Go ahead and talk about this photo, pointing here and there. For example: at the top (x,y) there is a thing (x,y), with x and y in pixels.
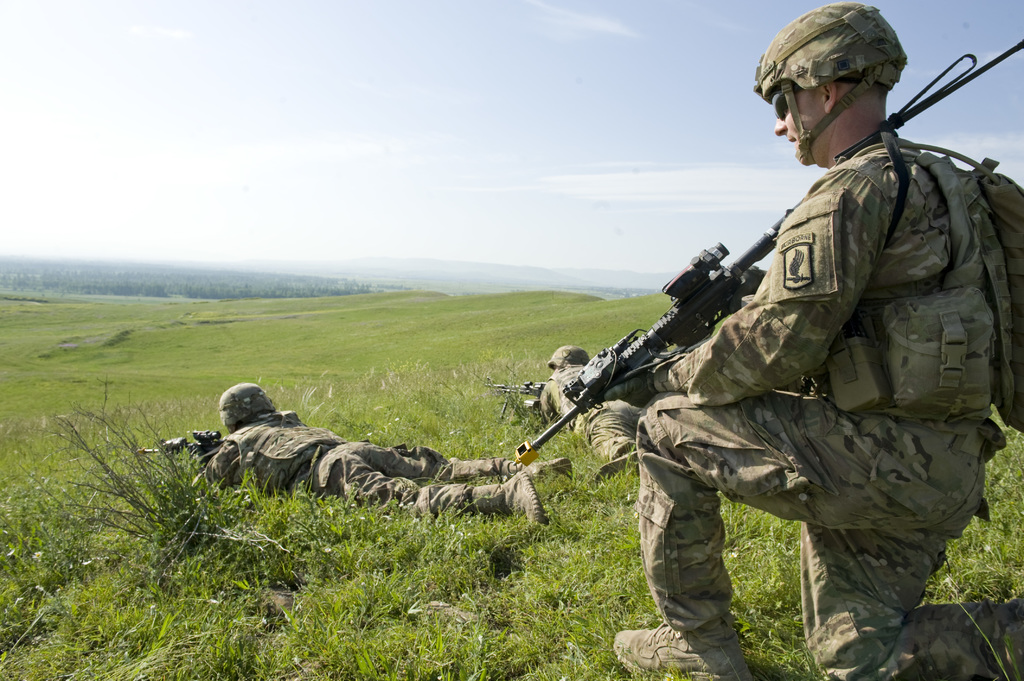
In the center of the image (550,401) we can see persons (375,451) lying on the grass (447,419) and holding a guns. On the right side of the image (692,468) we can see person (702,486) sitting on the grass (491,679) holding a gun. In the background (80,304) we can see trees (110,280), plants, grass (334,342), sky (388,194) and clouds (591,194).
